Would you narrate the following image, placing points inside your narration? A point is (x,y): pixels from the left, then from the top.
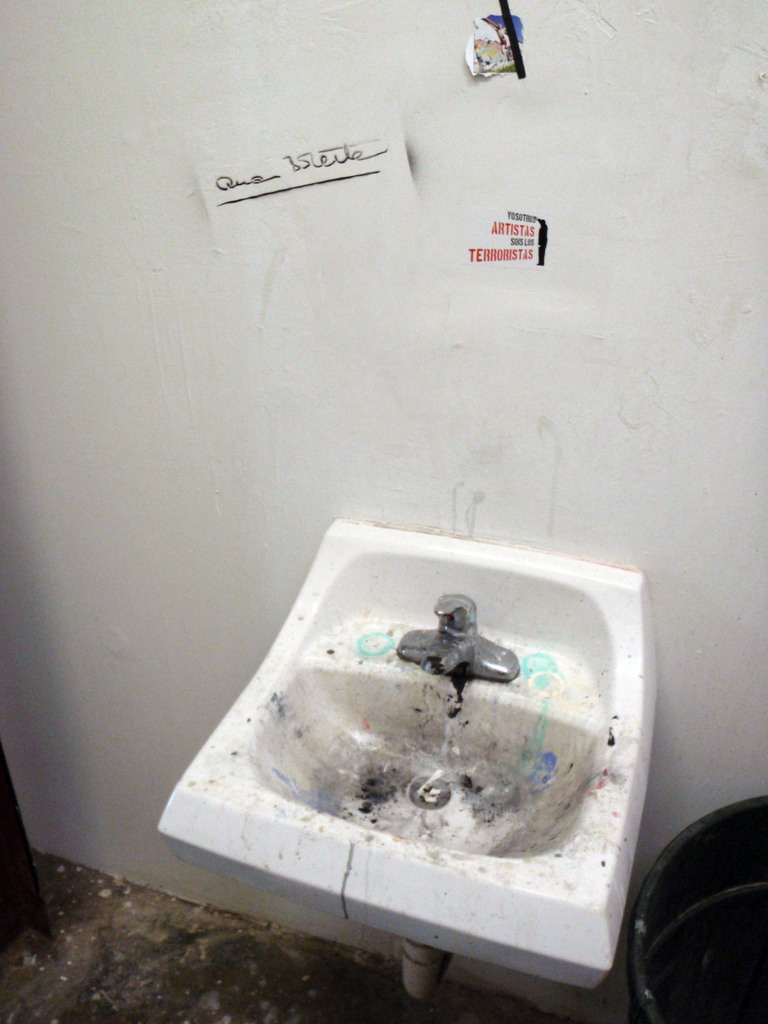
In this image I can see the wash basin (453,683) and the tap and I can also see few objects (515,250) on the wall (437,390) and the wall (593,387) is in white color.
